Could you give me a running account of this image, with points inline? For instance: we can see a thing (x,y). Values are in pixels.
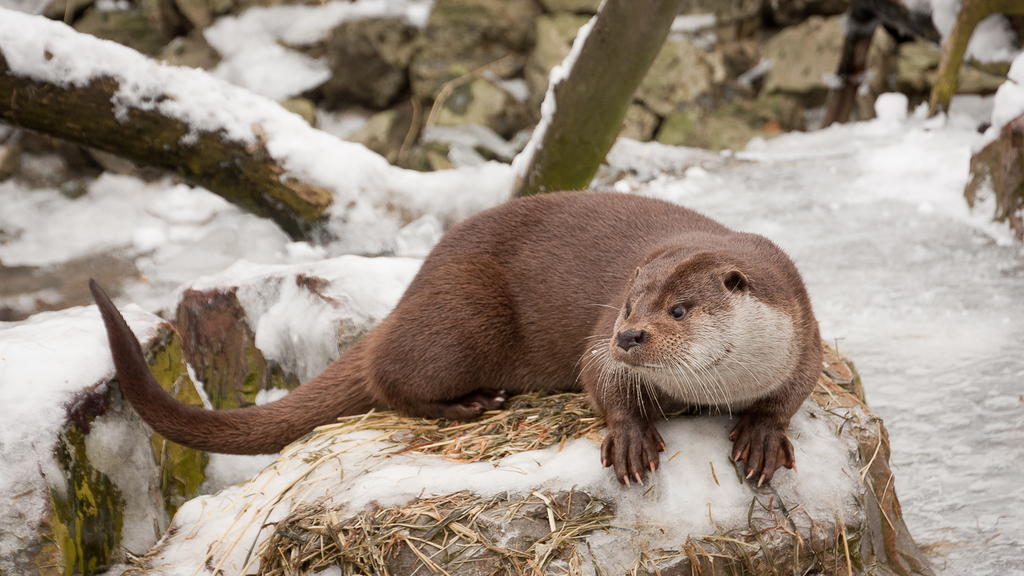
In this picture, there is an animal (662,288) on the stone (591,564). Behind it, there are stones (230,297) and trees (549,175) covered with the snow (649,162).
